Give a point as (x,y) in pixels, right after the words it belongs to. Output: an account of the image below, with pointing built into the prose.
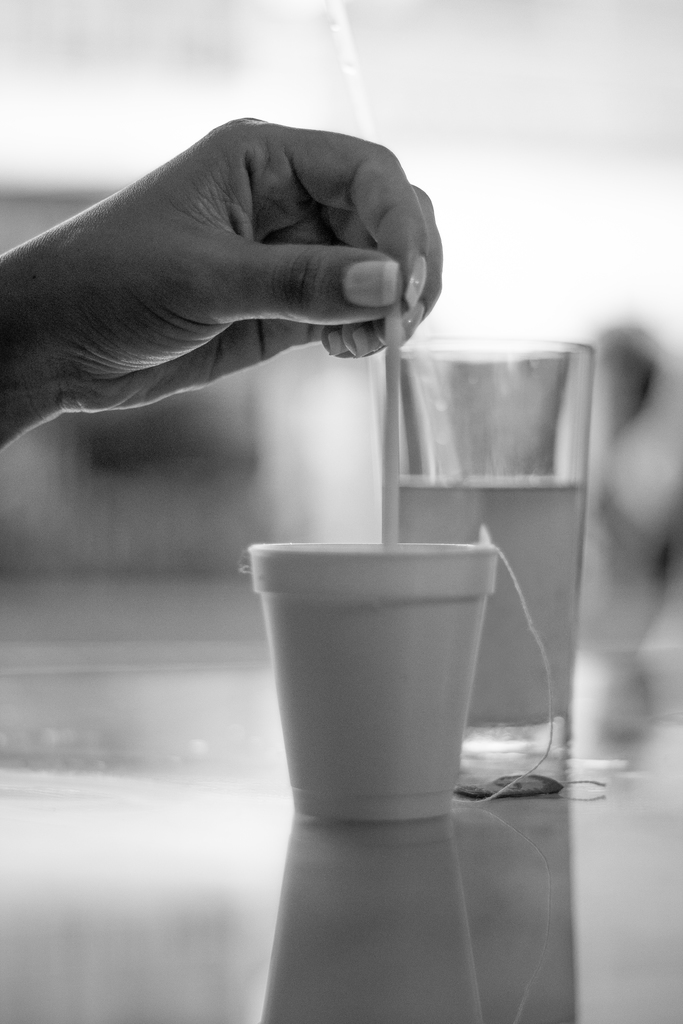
In this black and white image, we can see a hand (148,288) holding a stick (396,457). There is a cup (366,698) and glass (546,501) in the middle of the image (368,680). In the background (372,485), image is blurred.
